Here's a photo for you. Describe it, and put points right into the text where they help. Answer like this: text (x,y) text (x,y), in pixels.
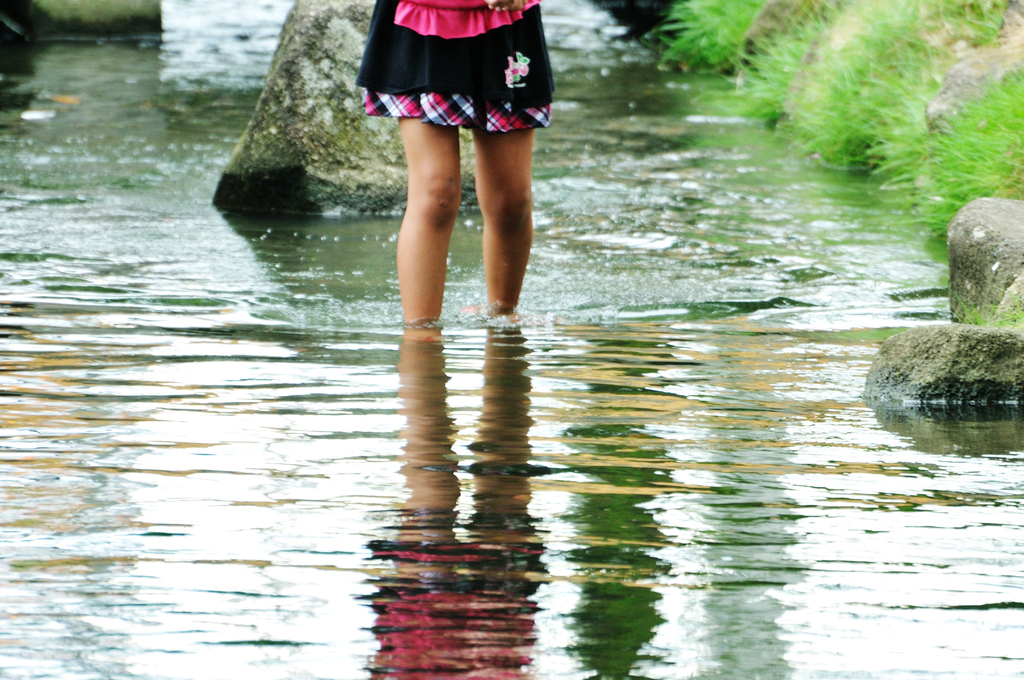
This is the picture of a place where we have some water (719,409) in which there are some rocks (395,203) and we can see a girl legs (433,312) and also some grass (775,65) to the side.
